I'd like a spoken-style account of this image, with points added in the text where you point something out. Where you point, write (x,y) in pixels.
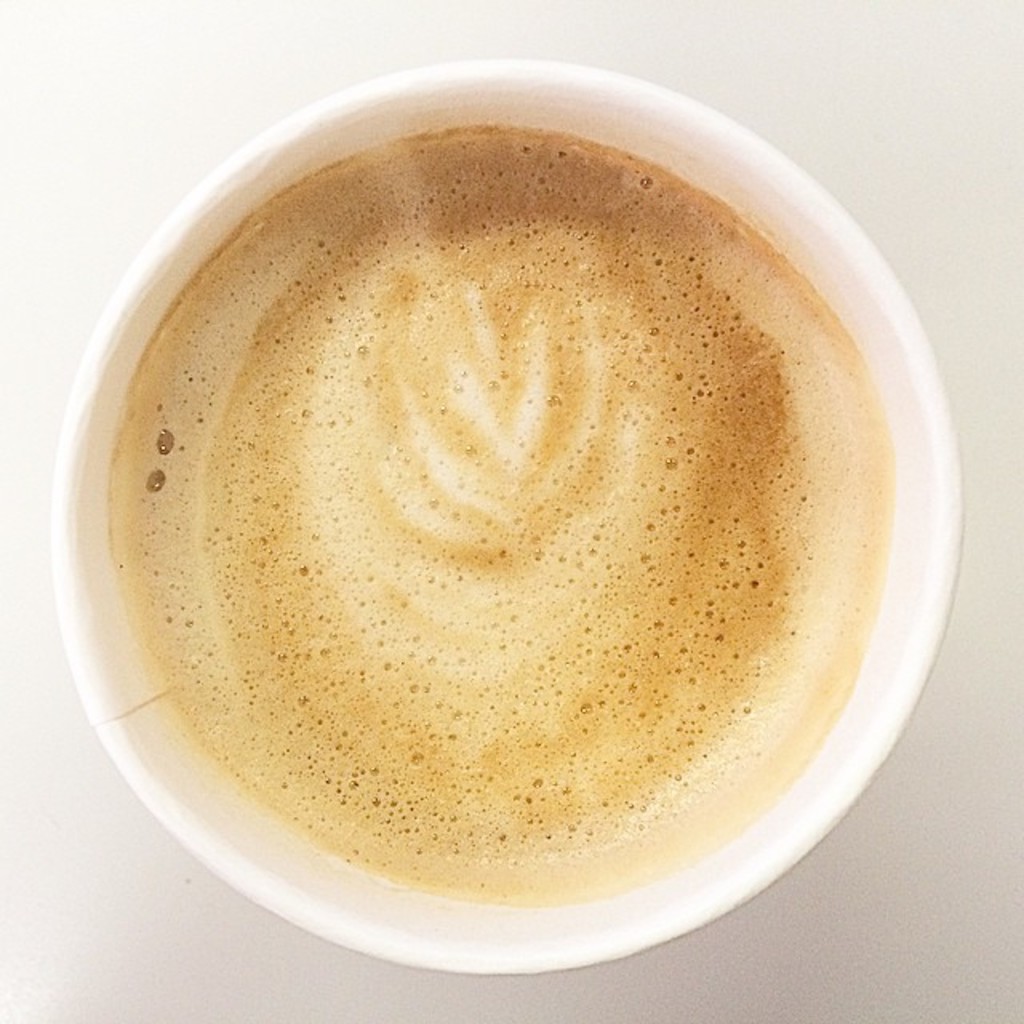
In the image we can see a cup (356,355) and in the cup (508,660) there is a coffee (504,452).
